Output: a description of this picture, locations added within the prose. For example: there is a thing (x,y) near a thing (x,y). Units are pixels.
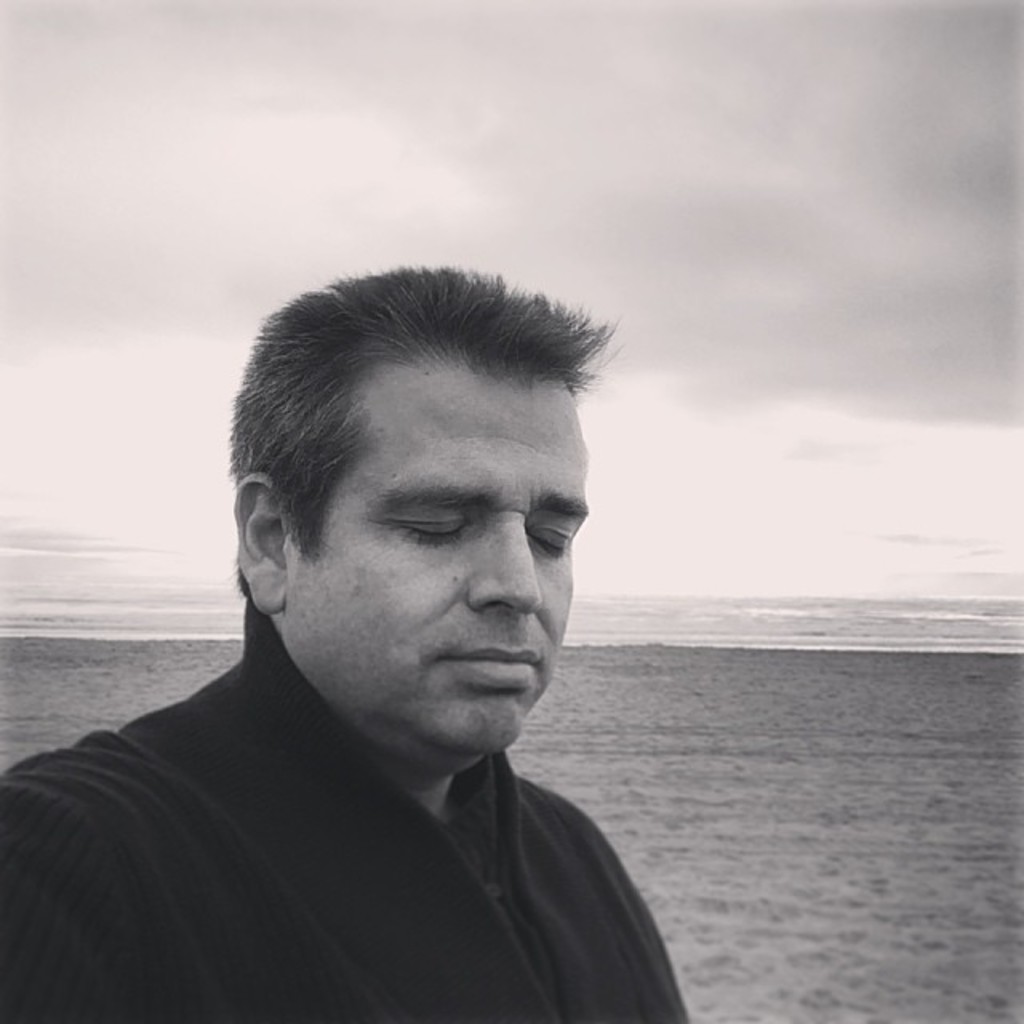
This is a black and white image. In the image there is a man (464,755). Behind the man (433,466) on the ground (688,648) there is sand (735,862). Behind that there is water (898,604). At the top of the image (187,172) there is sky (356,153).
